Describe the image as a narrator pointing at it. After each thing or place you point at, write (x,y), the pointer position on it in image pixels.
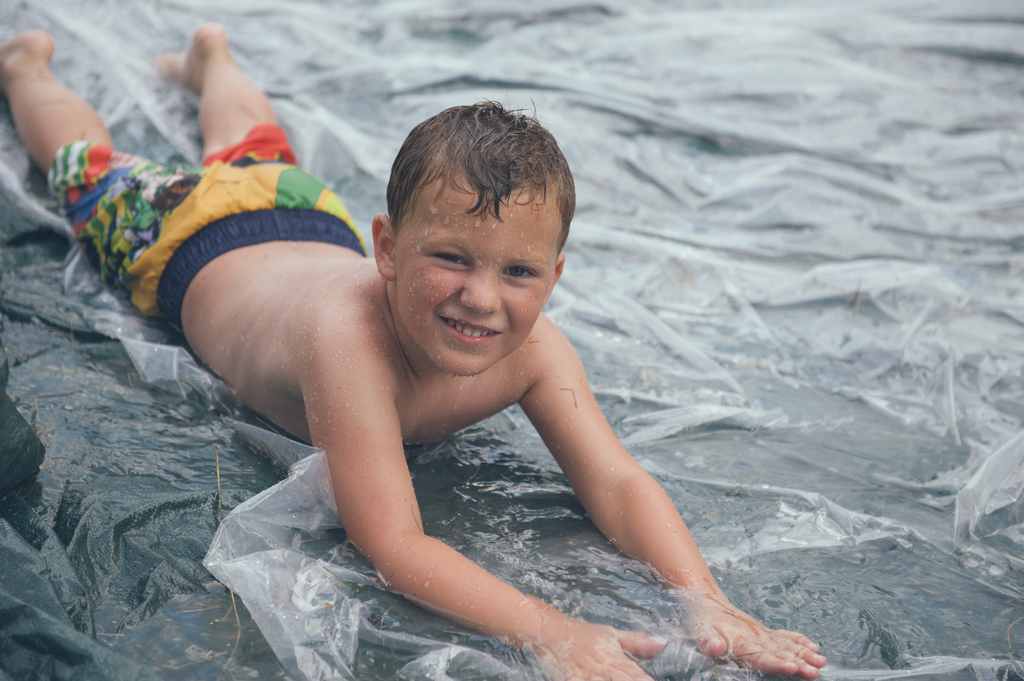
This picture seems to be clicked outside and we can see a person (315,319) lying on an object (730,596) and we can see the droplets (420,269) of water (440,308) on the body (343,315) of a person (408,505) and we can see some other objects (8,528).
